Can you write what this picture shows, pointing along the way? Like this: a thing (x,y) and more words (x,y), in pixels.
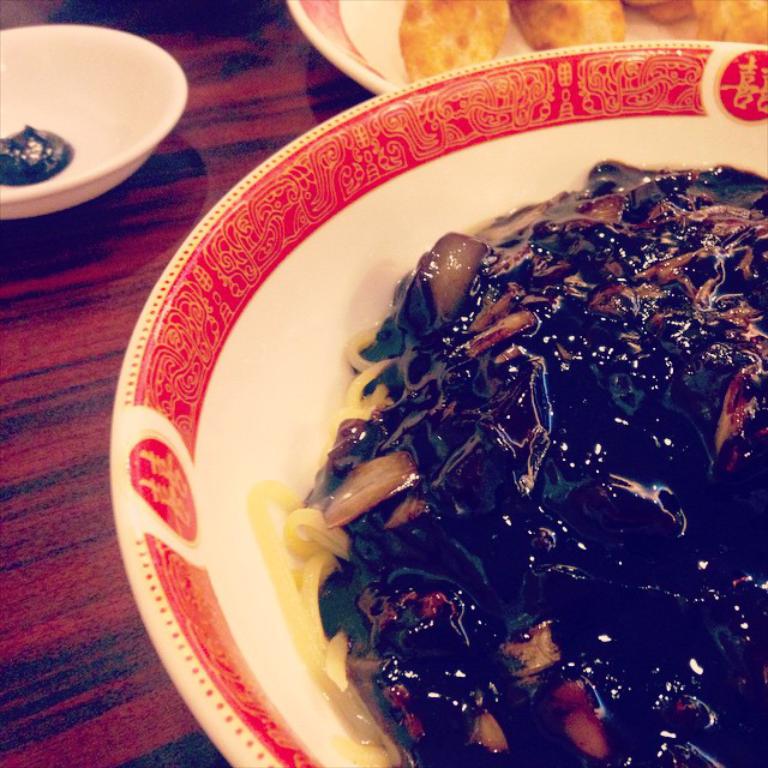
In this image there is a table (234,141), on that table (288,89) there are two plates (358,56), in that plates (352,33) there is food item (401,296) and there is a bowl (77,88) in that bowl (26,142) there is food item (39,146).
